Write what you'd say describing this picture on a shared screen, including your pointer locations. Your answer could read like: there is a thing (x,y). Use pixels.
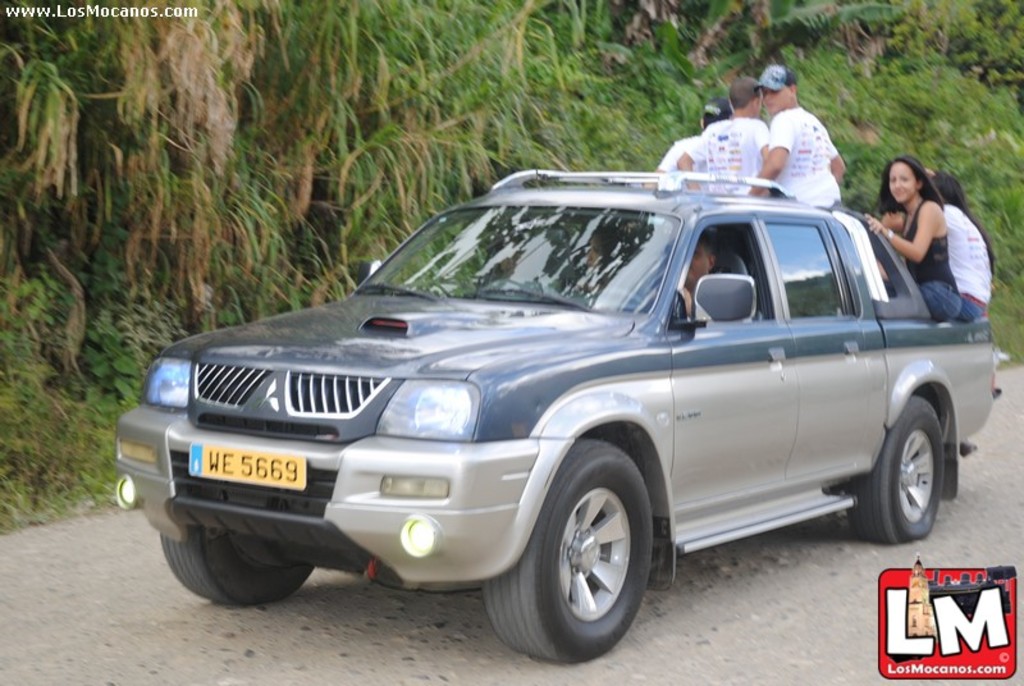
there is a vehicle (436,421). in the front (710,308) 2 people (693,306) are sitting. at the back (754,163) 3 people (780,172) are standing wearing white t shirts (791,165) and 2 people (948,300) are sitting wearing black (931,266) and white t shirt (963,255) respectively. the vehicle (911,307) is on the road (522,660). at the left (91,146) there are trees (429,100).
